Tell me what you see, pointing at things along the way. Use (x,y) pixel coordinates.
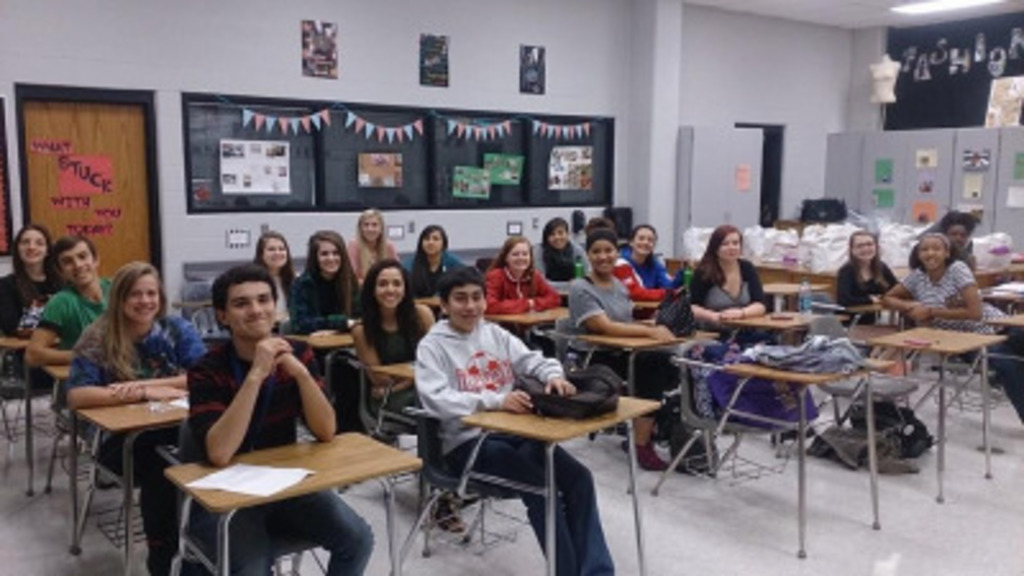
This is a picture taken in a room (956,192), there are a group of people (655,335) sitting on a chair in front of these people (95,373) there are tables (334,447) on the table (259,459) there are paper (248,466), books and bags (565,402). Background of this people (493,351) is a wall (574,90) and a notice board (450,173).
